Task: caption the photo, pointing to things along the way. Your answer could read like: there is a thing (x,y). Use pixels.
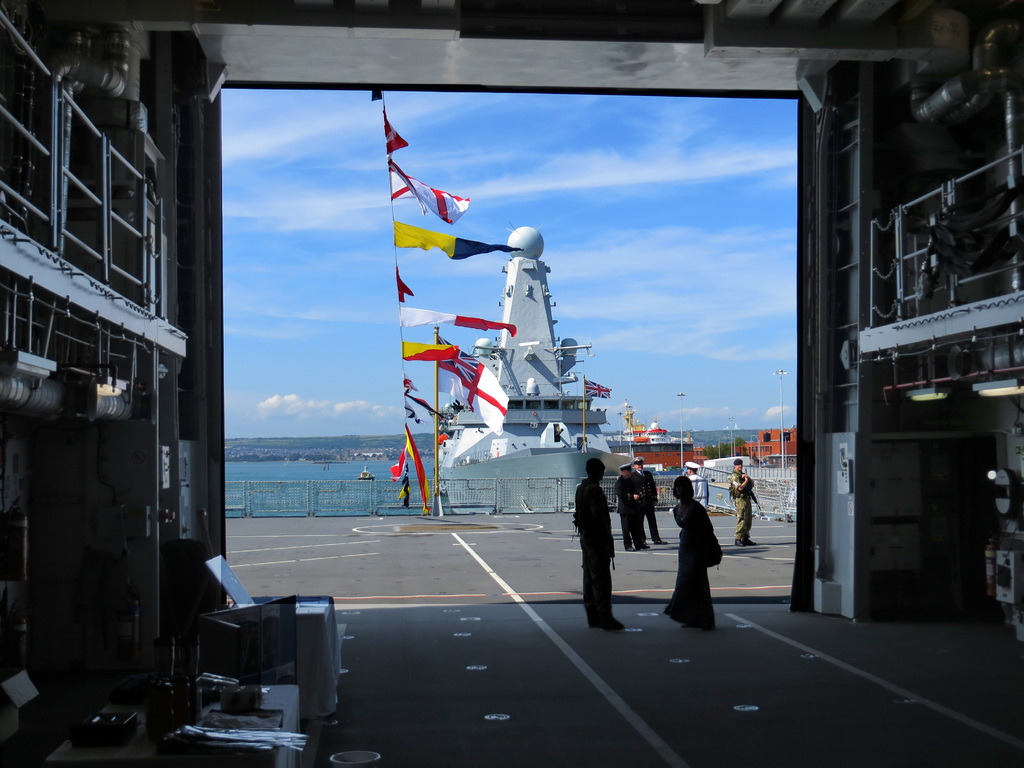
This picture seems to be clicked inside the room (63,487). On both the sides we can see the metal rods (55,224) and some metal objects (49,370). On the left (228,736) there are some objects (212,689) placed on the ground (622,577). On the right (703,530) we can see the group of persons (672,605) seems to be standing on the ground (725,587). In the background (639,183) we can see the sky (622,186) and we can see the flags (409,183), railings (443,493) and a ship (512,453), boats (634,424) and some objects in the water body (280,471) and we can see the poles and many other objects (769,464).
